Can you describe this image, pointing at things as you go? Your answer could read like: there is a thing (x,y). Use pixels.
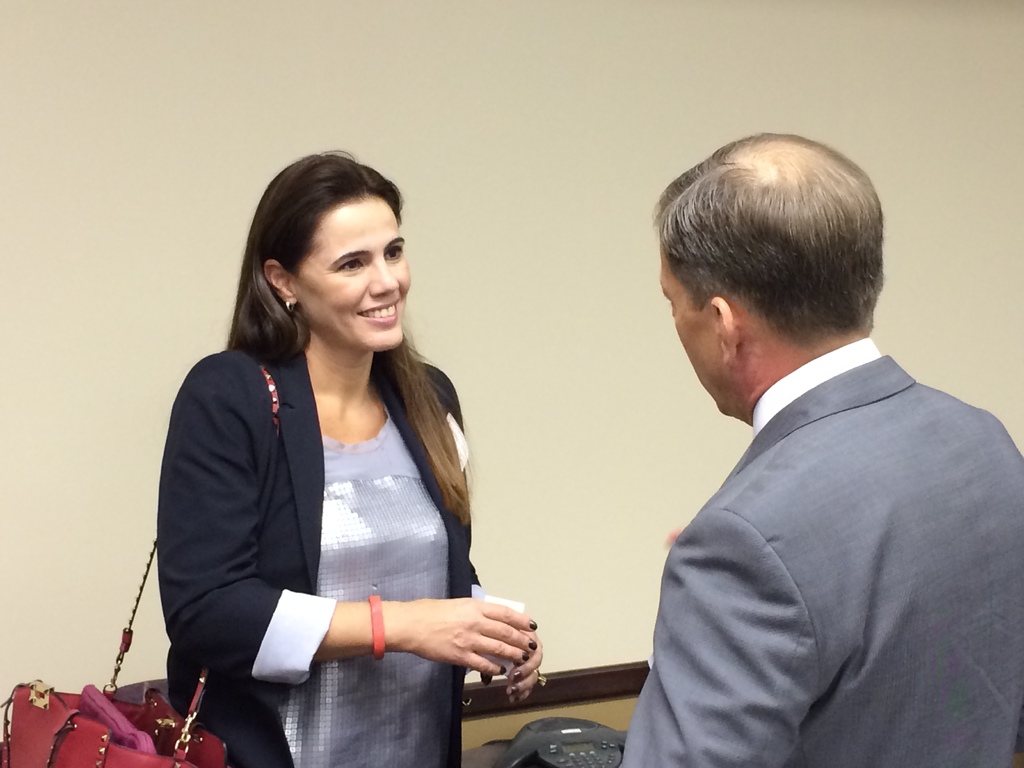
In this picture there are two people (718,314) a man (823,399) on the right (755,194) and women (320,419) on the left (338,364) the woman (381,331) is looking at the man (771,302) and smiling, she wore a red color bag (42,767) and in the background (408,109) is a wall (568,108).
